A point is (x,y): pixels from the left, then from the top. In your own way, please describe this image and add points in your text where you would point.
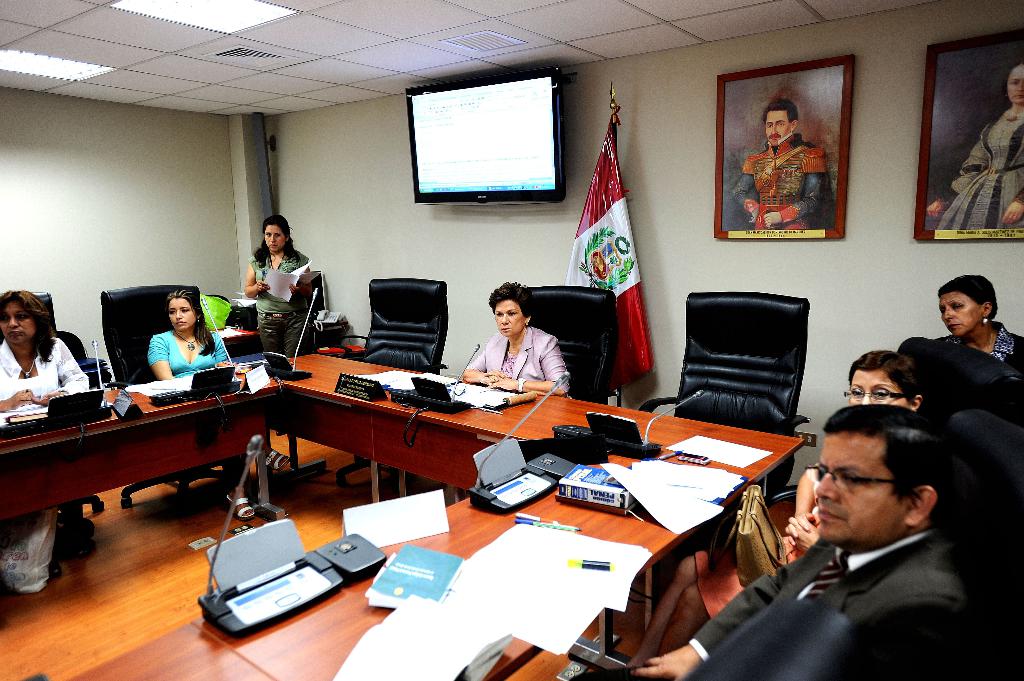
This image was taken from inside of the room (217,185). In this picture people (502,324) are sitting on the chairs (545,302). At the back side (498,196) there is a television (514,135), flag (603,256) and on the wall (867,252) there are two photo frames (791,124). At the top of the roof (244,46) there are false ceiling lights (72,70) and we can see tables (461,471) in front of the persons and on top of the tables (575,416) there are papers (659,502), name boards (362,396), pen (572,529) and some other objects (383,385) placed on the table (75,455).
